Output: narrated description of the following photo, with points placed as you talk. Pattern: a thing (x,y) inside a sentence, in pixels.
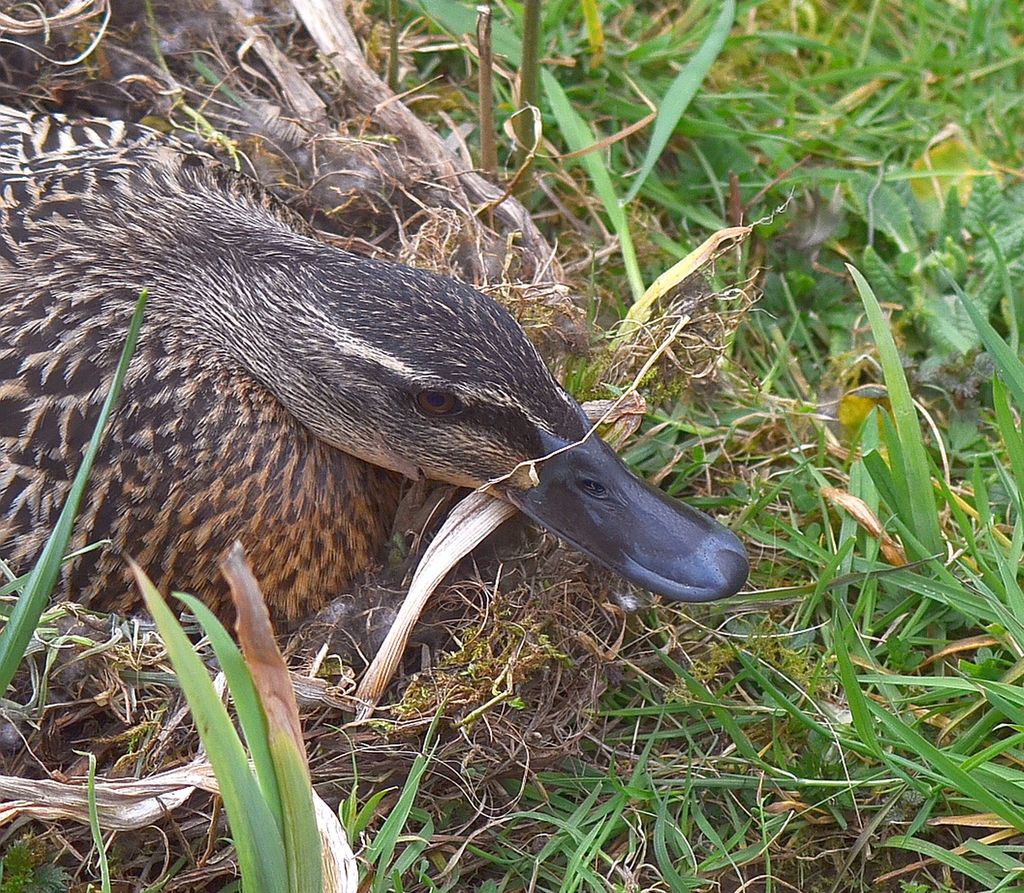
On the left (189,200) there is a duck (276,504). In this picture there are grass (593,96), plant (924,281).
